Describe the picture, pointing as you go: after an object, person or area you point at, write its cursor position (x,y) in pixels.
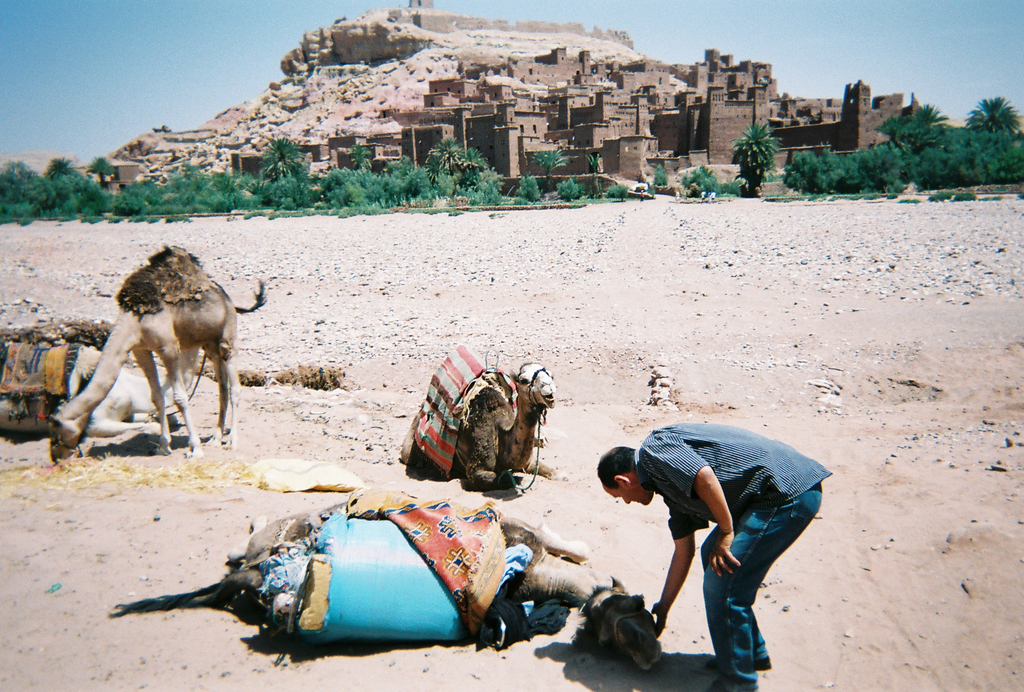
In this picture we can see four camels (481,398) and a man (711,540) in the front (717,523), at the bottom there are some stones (875,258), in the background (640,181) we can see some trees (888,149), a fort (677,99) and a hill (415,63), there is the sky (158,38) at the top of the picture (126,59).
